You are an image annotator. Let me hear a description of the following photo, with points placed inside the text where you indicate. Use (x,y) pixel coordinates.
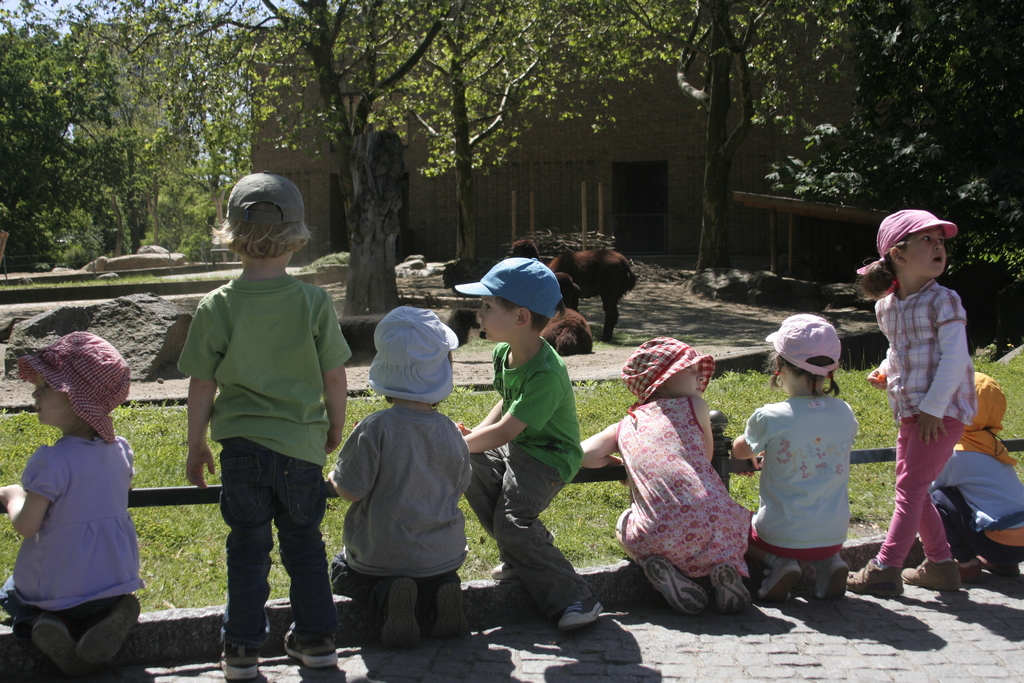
In this image we can see many persons (451,495) on the ground (752,636). In the background (688,106) we can see grass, rocks (82,326), animals (618,282), trees (707,143) and building (658,100).
